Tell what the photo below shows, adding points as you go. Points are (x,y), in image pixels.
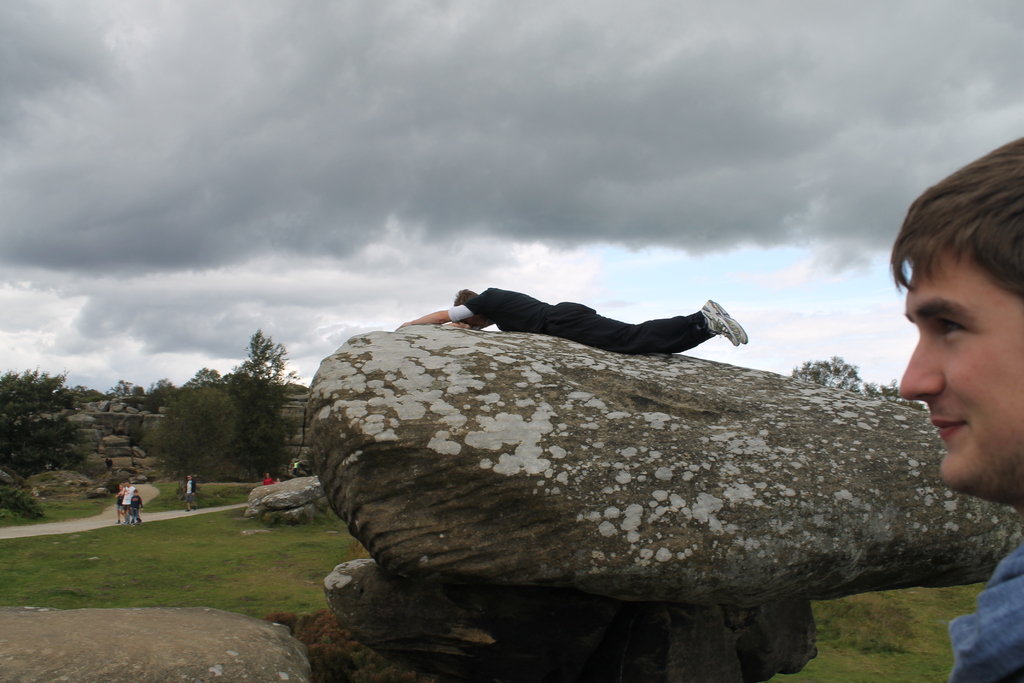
In this image there is a sky (576,127), there are trees (184,385), there are people (119,501) walking, there is grass (173,538), there is a rock (584,438), there is a person (543,320) sleeping on the rock (549,337), there is a person (930,352) towards the right (954,338).
